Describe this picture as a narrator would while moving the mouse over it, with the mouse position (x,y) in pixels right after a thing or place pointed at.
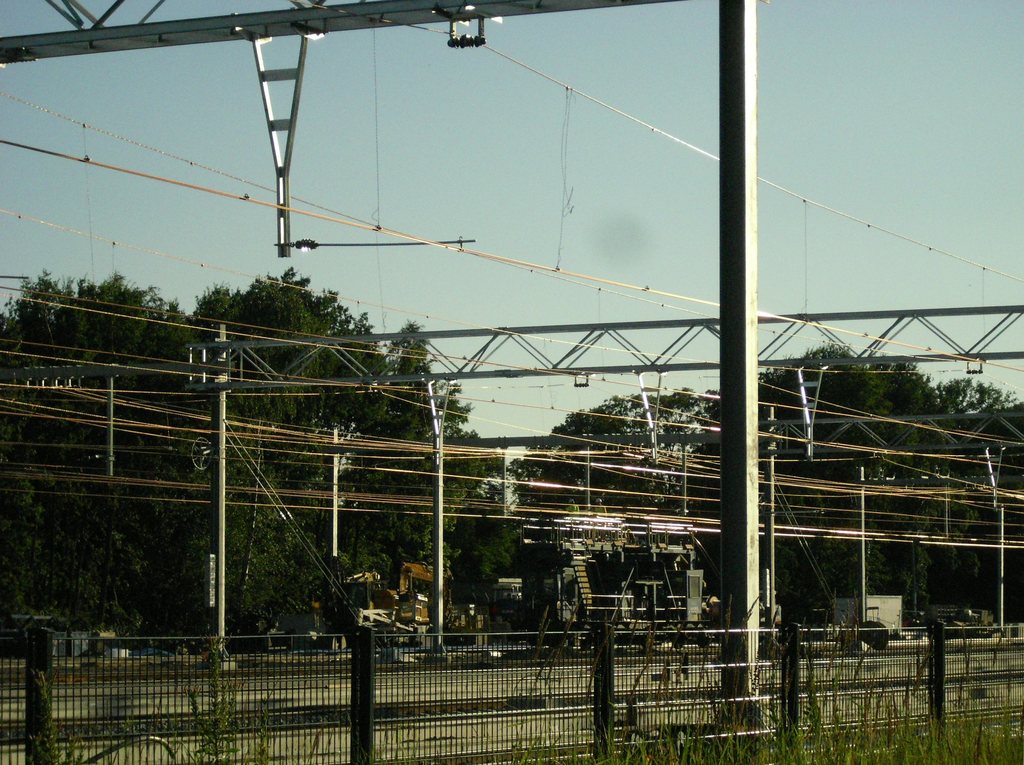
In the picture I can see the electric poles (726,339) and electric wires (620,452). I can see the metal grill fence (703,663) and green grass (931,756) at the bottom of the picture (741,665). In the background (1010,408), I can see the trees (1012,433). There are no clouds (509,240) in the sky (696,205). In the picture I can see the railway tracks (852,669).
